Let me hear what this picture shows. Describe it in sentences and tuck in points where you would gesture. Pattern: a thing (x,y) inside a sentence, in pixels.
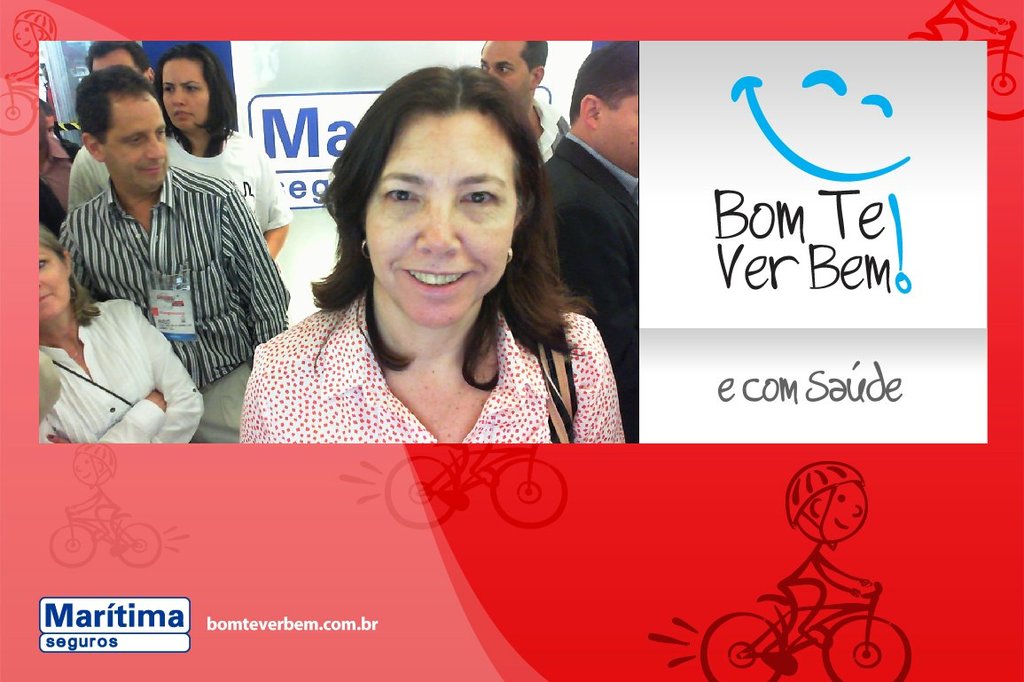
In the foreground of this poster, on the top left (336,182), there is a woman (430,348) standing and having smile (419,284) on her face (421,292). In the background (137,223), there are persons (542,108). On the top right (895,199), there is some text (877,280) and a cartoon emoji (787,95). On the bottom (804,584), there is a cartoon person (822,573) cycling.
